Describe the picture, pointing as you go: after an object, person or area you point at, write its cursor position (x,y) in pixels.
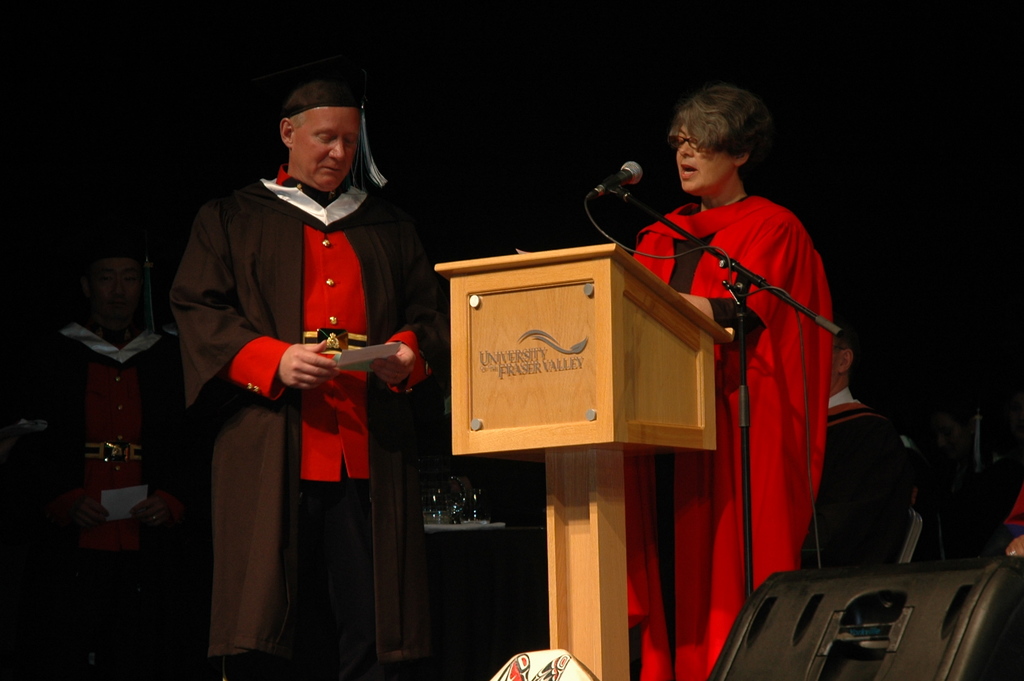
In the center of the image (586,335) a podium (609,334), mic stand (693,236), a lady (729,349) and a man (357,332) are there. In the background of the image (953,405) some persons (896,439) are sitting on a chair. We can see a glasses (434,517) in the middle of the image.
